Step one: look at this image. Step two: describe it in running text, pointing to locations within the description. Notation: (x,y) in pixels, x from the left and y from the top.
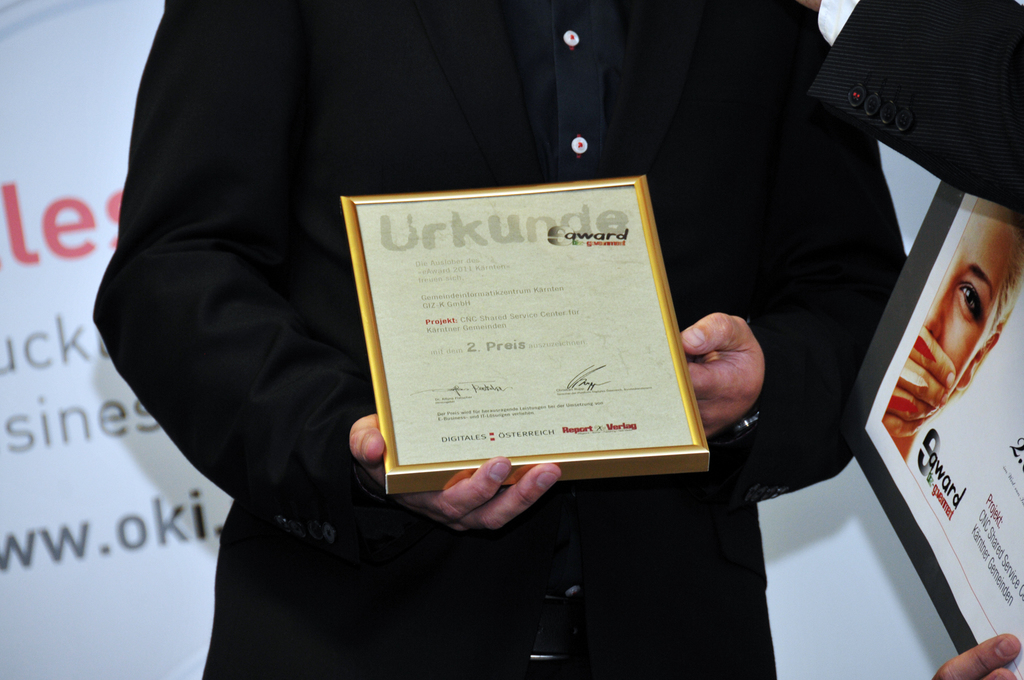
In this picture I can see a person (685,89) standing and holding a certificate (446,393), there are fingers (967,657) of a person (977,647) on a board (918,329), and in the background (218,492) there is a board (191,532).
